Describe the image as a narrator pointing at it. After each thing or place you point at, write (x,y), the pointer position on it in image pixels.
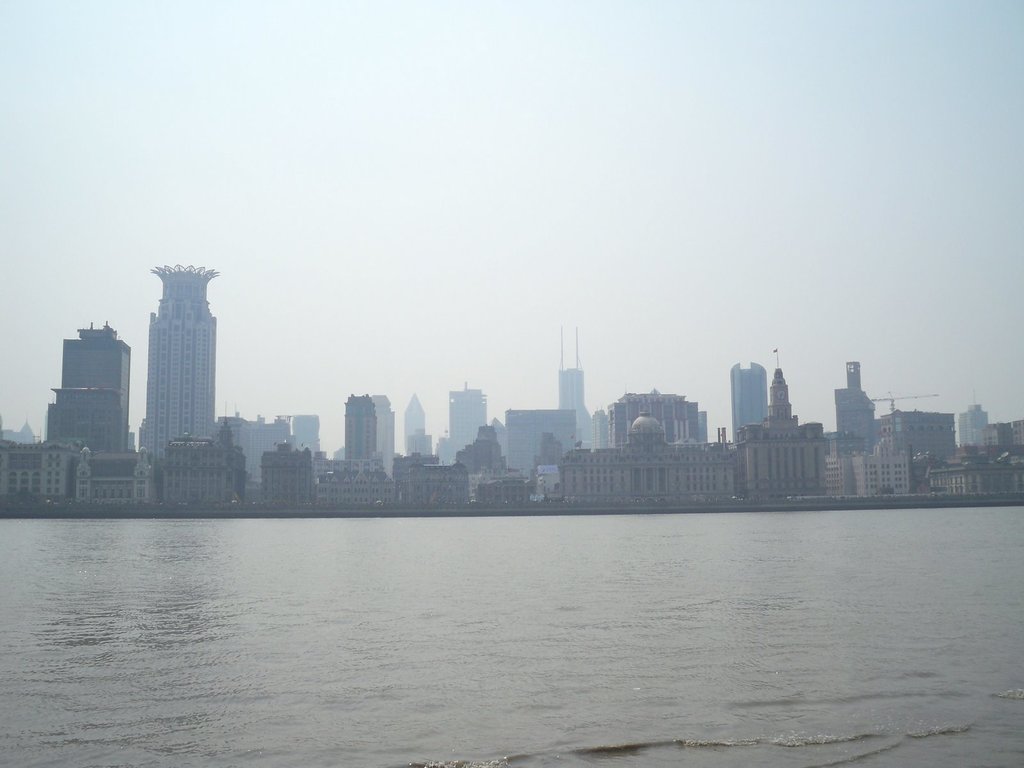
In this image I can see the water (548,646). In the background (602,406) I can see few buildings (685,398) and the sky (464,198) is in white and blue color.
